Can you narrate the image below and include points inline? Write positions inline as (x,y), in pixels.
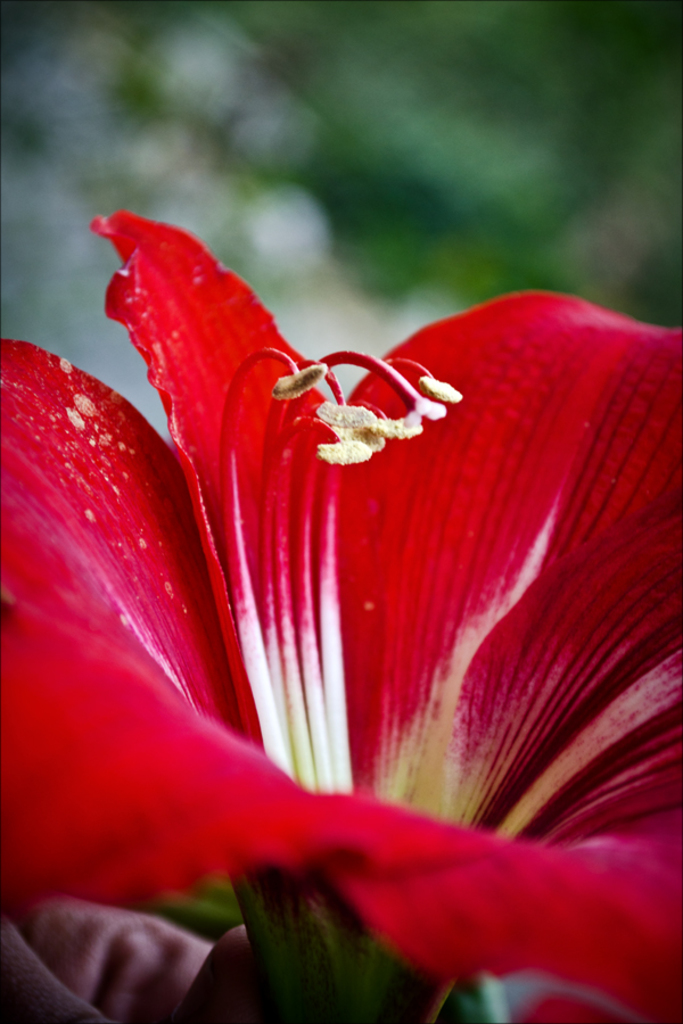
In this picture i can see a red color flower (336,676).
